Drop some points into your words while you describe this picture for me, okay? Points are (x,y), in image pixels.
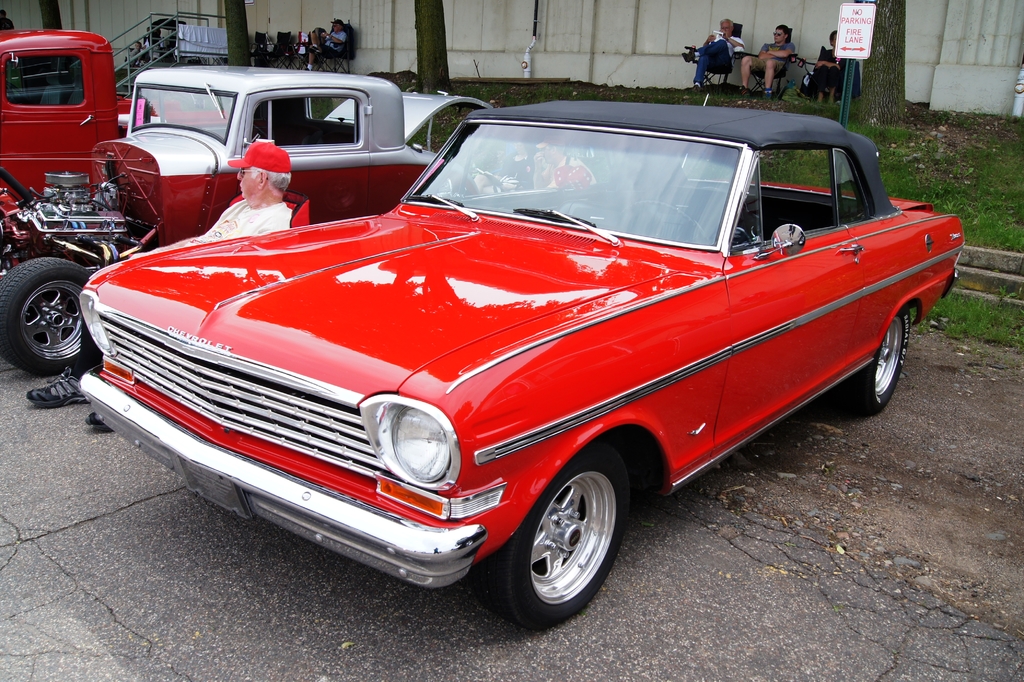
In this picture there are people (255,167) sitting on chairs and we can see vehicles (457,355) on the road (1008,489), grass (891,186), railing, wall (613,29) and tree trunks (891,37).
